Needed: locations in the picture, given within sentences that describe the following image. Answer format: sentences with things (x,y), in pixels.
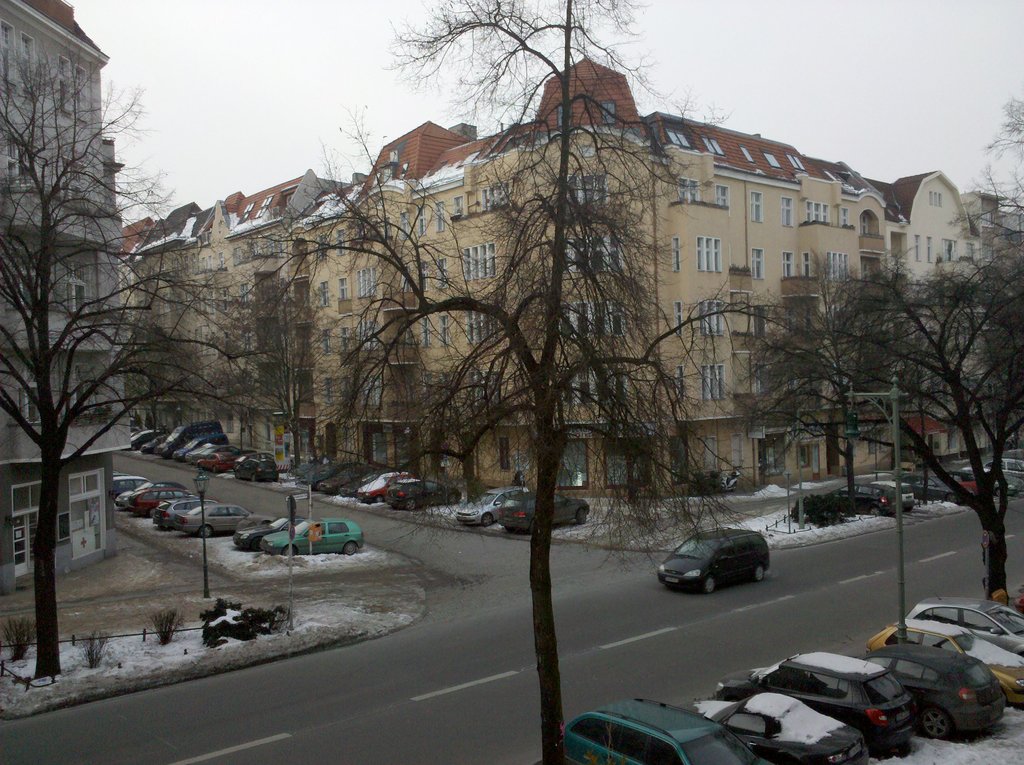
In this image I can see there are buildings (350,273). And there are vehicles (758,572) on the road (707,652). And there are trees (838,413) and a snow (340,604). And there is a light pole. And at the top (698,75) there is a sky (522,71).
